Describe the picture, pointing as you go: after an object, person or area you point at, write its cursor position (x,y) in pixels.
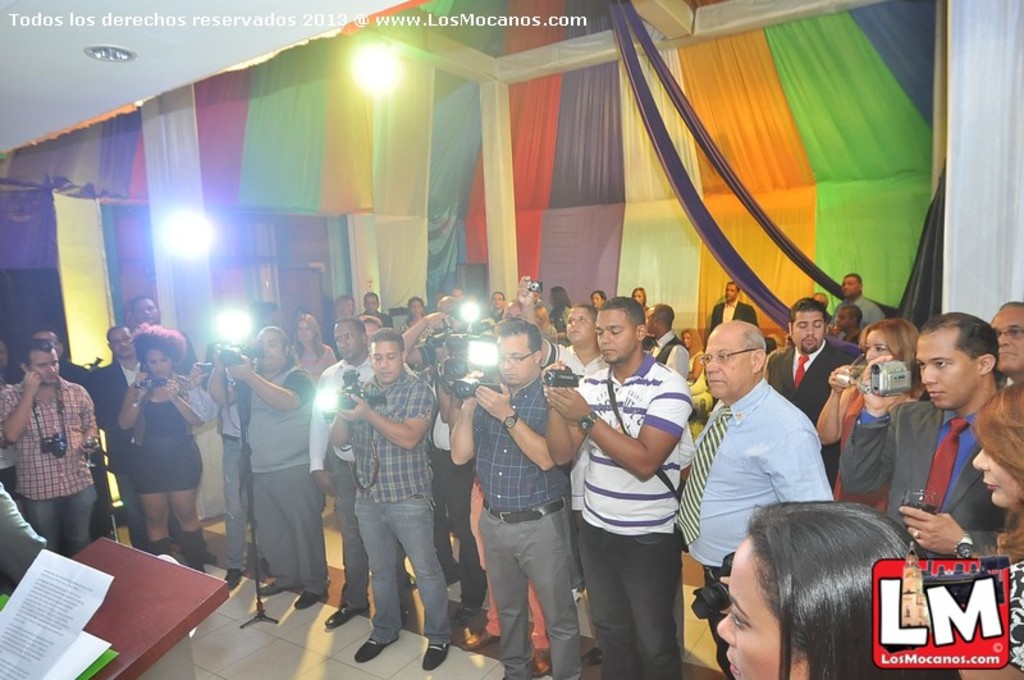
In this picture we can see a group of people (265,538) on the floor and some are holding cameras (879,389) with their hands (237,376) and in front of them we can see papers (66,583) on the podium (99,570) and in the background (224,302) we can see the lights (476,308), curtains (435,218), speakers (480,295) and some objects (278,264).
